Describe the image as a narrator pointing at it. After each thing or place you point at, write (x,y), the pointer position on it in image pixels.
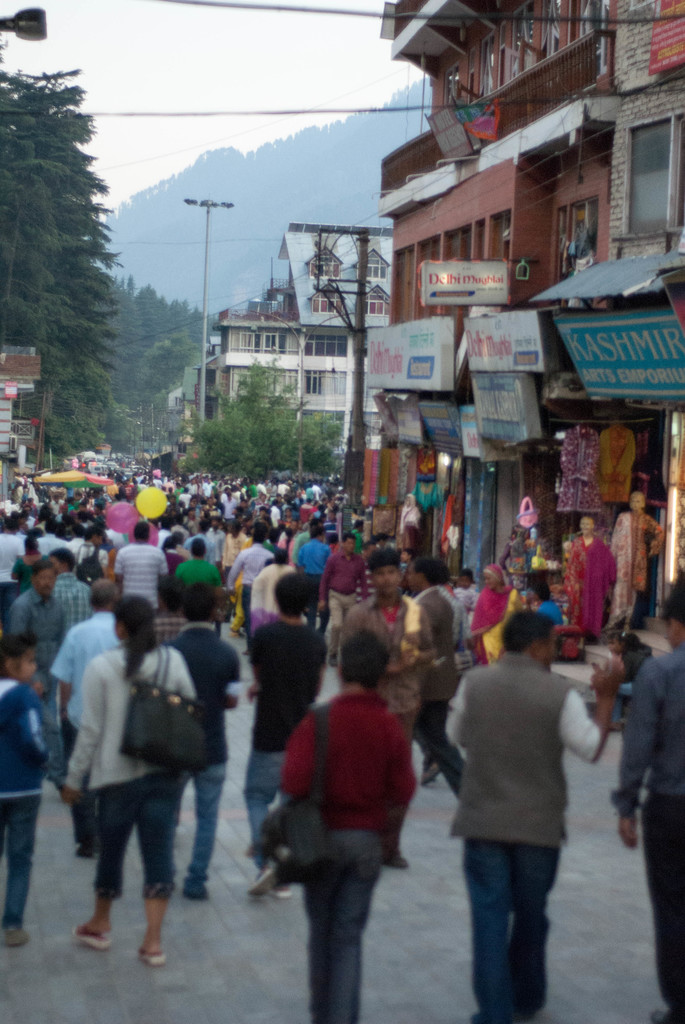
In the image we can see there are many people (276,681) walking and some of them are standing, they are wearing clothes (195,575). Here we can see the buildings (519,129), the electric pole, the light pole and electric wires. We can even see the trees (119,330), the hill (154,285) and the sky (198,49). Here we can see the road (373,943) and the poster (588,372), on the poster (528,330) we can see the text (489,347).
